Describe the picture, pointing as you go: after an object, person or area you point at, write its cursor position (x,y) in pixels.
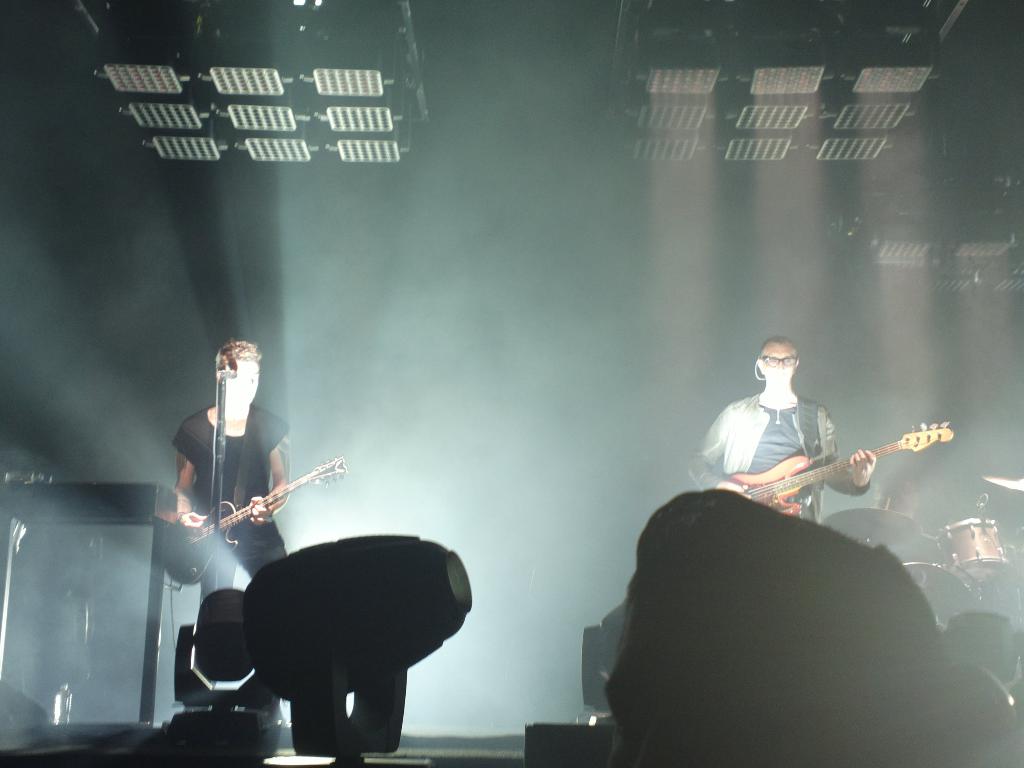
2 persons (792,418) are standing on the dais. the person (251,452) at the left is playing guitar (190,534) and the person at the right (730,467) is wearing light jacket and playing guitar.
